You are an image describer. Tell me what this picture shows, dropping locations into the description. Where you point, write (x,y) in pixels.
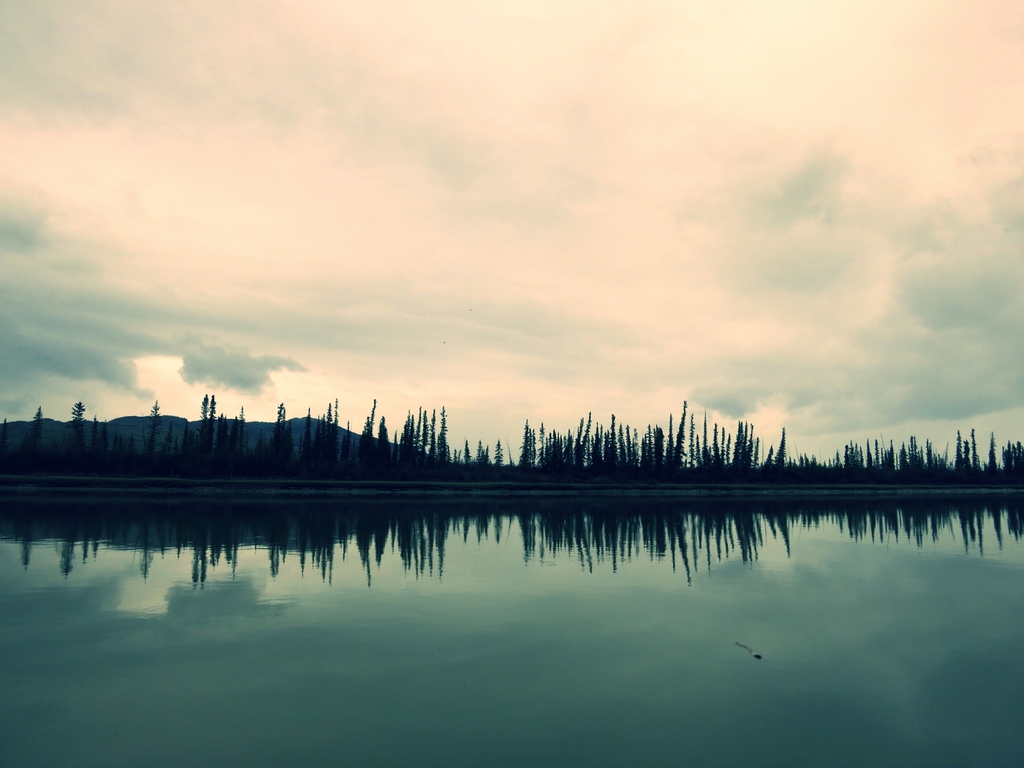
In this image I can see the water (536,646), few trees (548,471) and few mountains (139,433). In the background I can see the sky (549,190).
